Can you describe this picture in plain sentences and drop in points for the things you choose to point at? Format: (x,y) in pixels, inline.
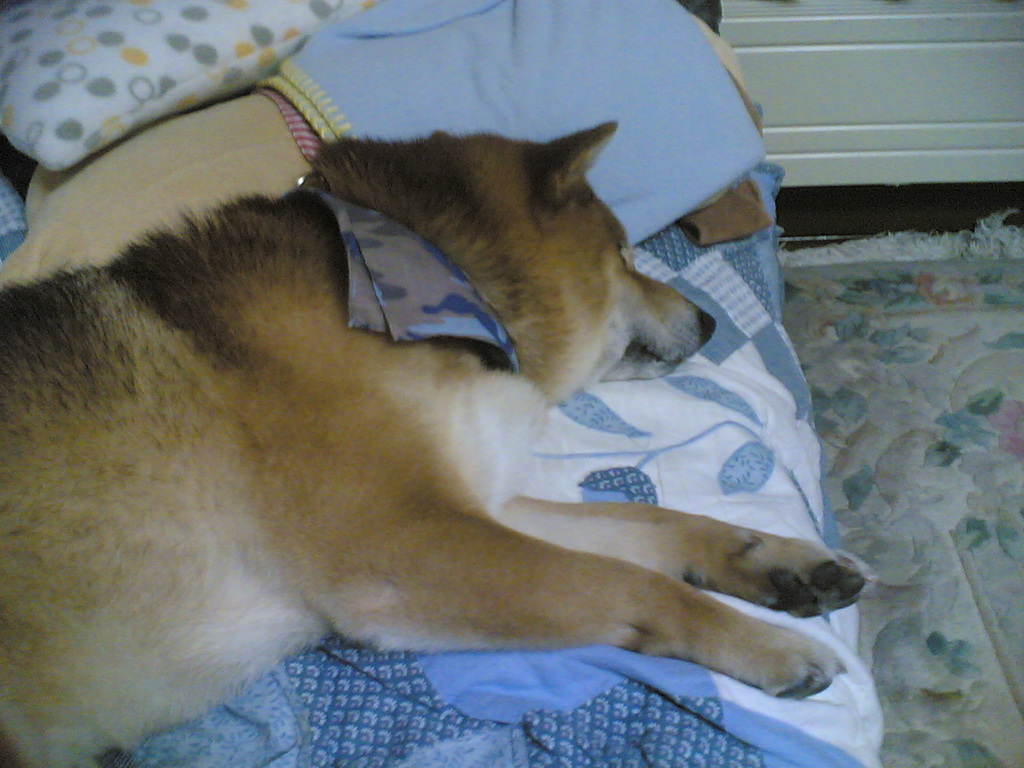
The picture consists of a bed (541,28). On the bed (687,101) we can see pillows (428,62), blanket (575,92) and a dog (199,472). On the right (895,539) it might be mat (926,289). At the top right (877,76) we can see wall (870,55).
